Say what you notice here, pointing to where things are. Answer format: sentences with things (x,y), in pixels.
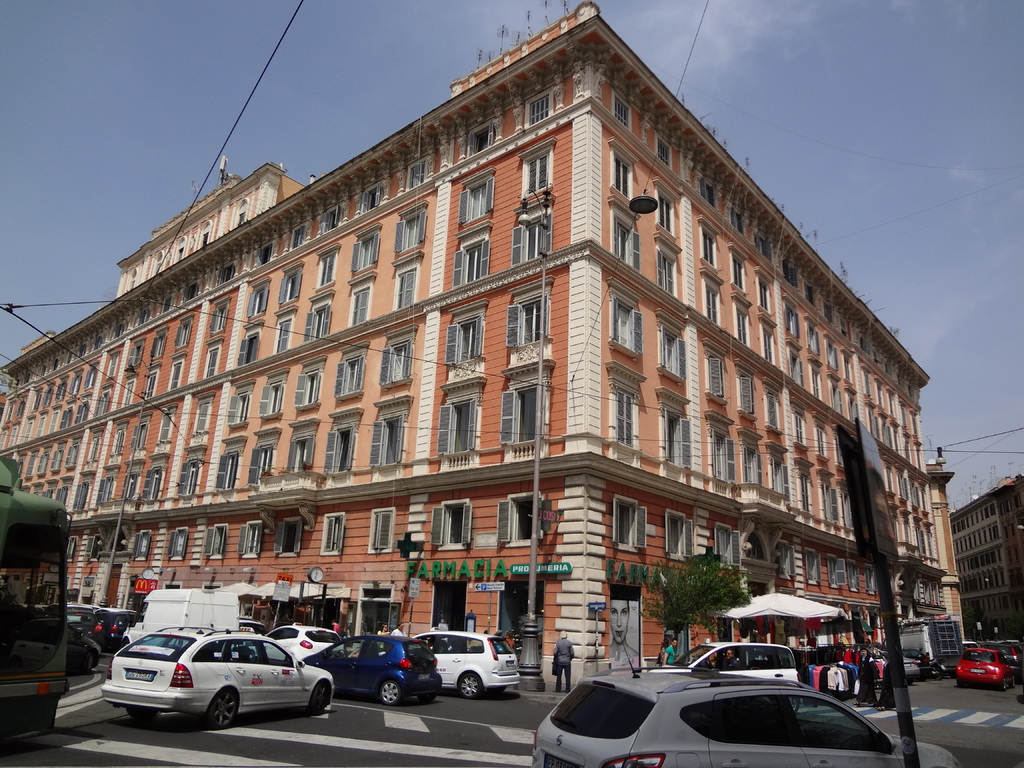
In this picture we can see some vehicles (284,638), there are some people (872,656) standing in the middle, on the right side (904,690) there is a pole (904,693) and a board (868,551), in the background (958,544) there are buildings (944,538), we can see windows (525,299) of these buildings (643,444), we can also see a pole (531,616) and a tree (688,588) in the middle (538,386), on the left side (319,566) there is a clock (321,580), we can see the sky (310,89) at the top of the picture (257,67).
